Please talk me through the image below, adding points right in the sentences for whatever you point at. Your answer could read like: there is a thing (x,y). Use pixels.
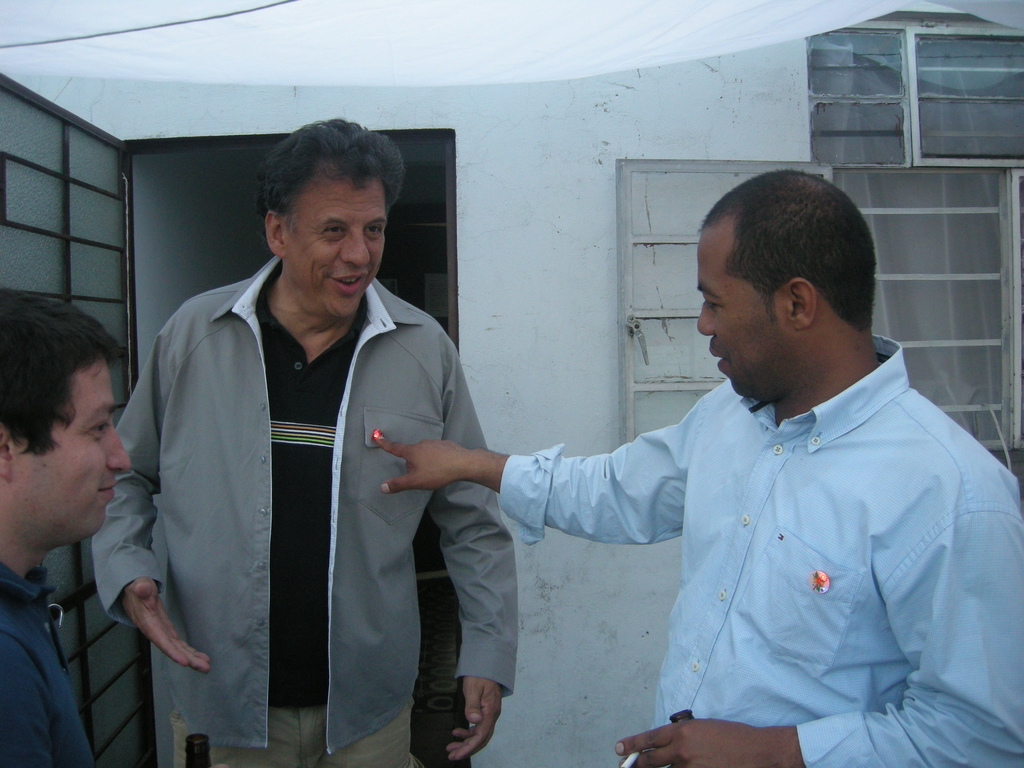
In the picture I can see three men (886,367). I can see a man (946,420) on the right side (910,740) wearing a shirt (715,468) and he is pointing his finger (395,446) towards a man (405,418) on the left side (278,260). There is a man (415,327) on the left side (307,406) wearing a black color T-shirt (325,501) and shirt (243,460) as well. There is a smile on his face (317,248). I can see the metal grill door (125,287) on the left side (125,376). I can see the glass window (970,243) on the right side (932,137). I can see a white colored cloth (484,48) at the top of the picture (590,31).
